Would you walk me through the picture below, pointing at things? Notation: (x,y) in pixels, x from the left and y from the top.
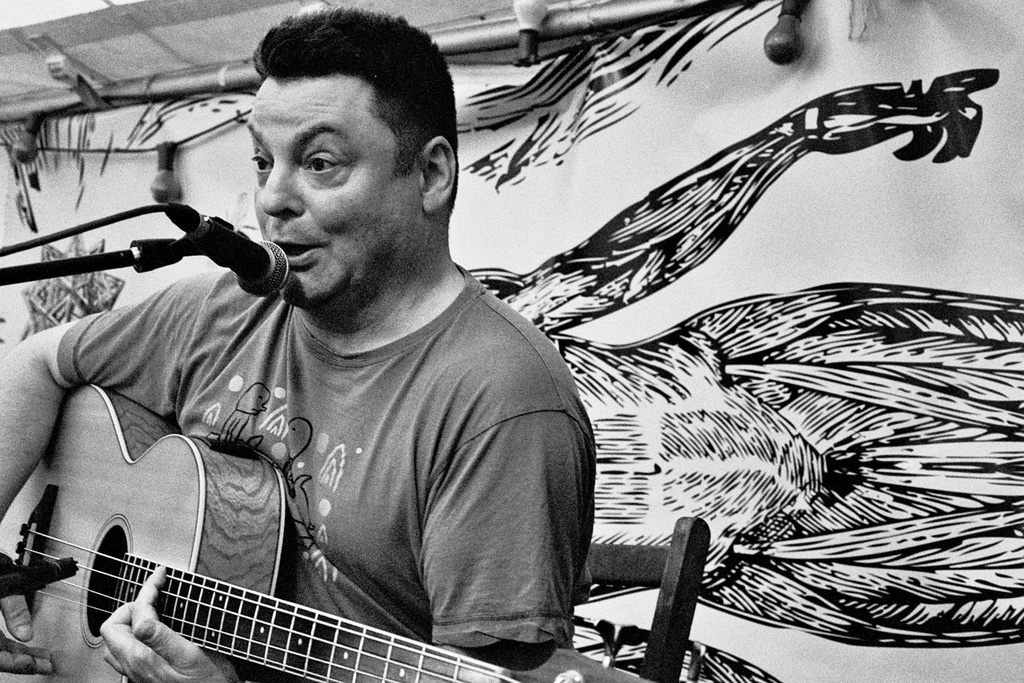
In this image i can see a person (401,371) wearing a t shirt (369,460) is holding a guitar (141,489) and sitting on a bench (641,584), i can see a microphone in front of him. In the background (174,176) i can see few lights (795,20), a metal rod (575,32) and a cloth (778,282).
